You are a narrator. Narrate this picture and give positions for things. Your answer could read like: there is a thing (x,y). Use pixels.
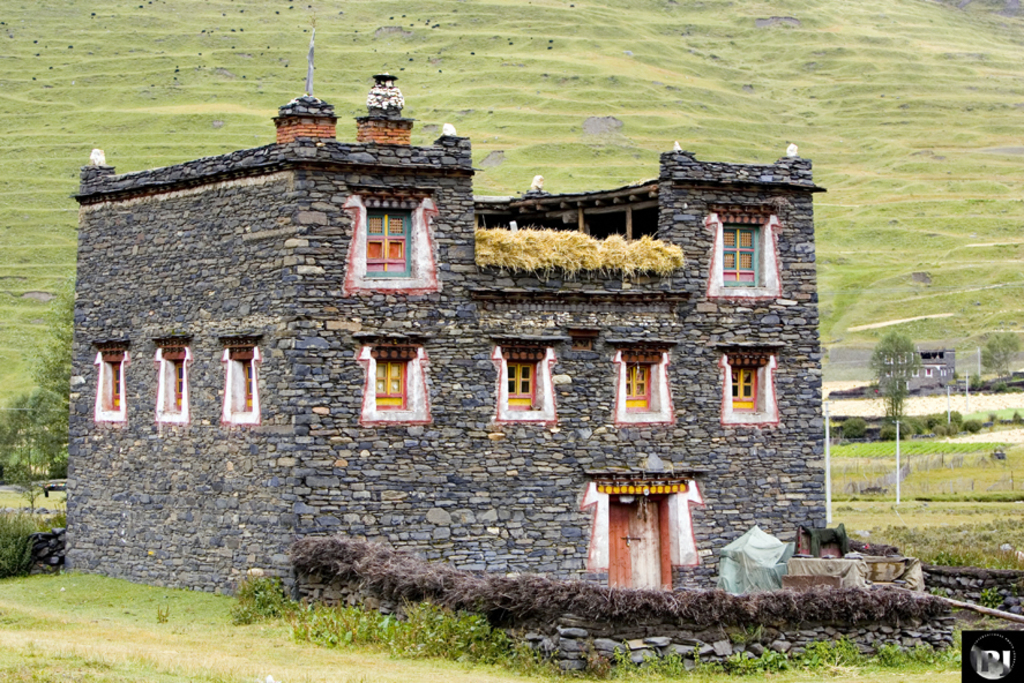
In this image I can see a building (502,296) made up of rocks (705,195). I can see trees (63,376) on both sides of the image. I can see another house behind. I can see the green open garden (543,111) at the top of the image (879,40).
